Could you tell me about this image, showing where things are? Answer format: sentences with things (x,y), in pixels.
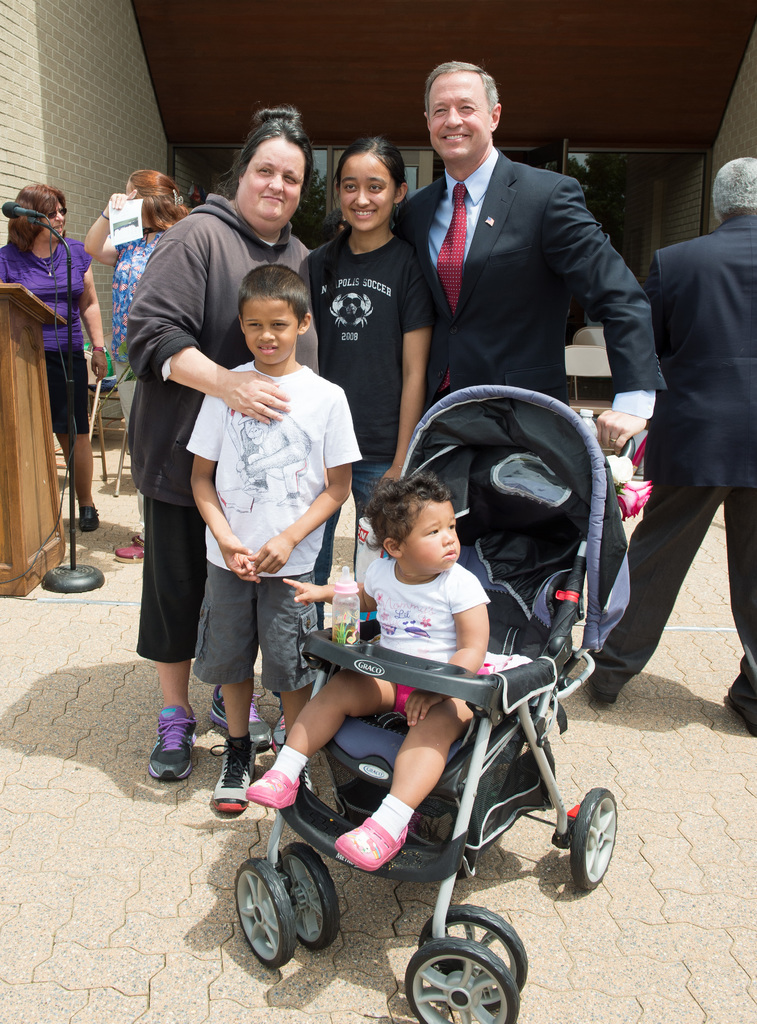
In the front of the image (560,564) there are people (680,306), a stroller (474,454), podium (16,296), mic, mic stand (68,441) and objects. We can see a baby (434,509) is sitting in a stroller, in-front of that baby (402,559) there is a bottle (339,600). Among them a man (491,261) is holding a stroller (564,438) and a woman (141,243) is holding a paper (138,227). In the background of the image (376,116) there are walls (745,71), glass doors (628,173) and things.
